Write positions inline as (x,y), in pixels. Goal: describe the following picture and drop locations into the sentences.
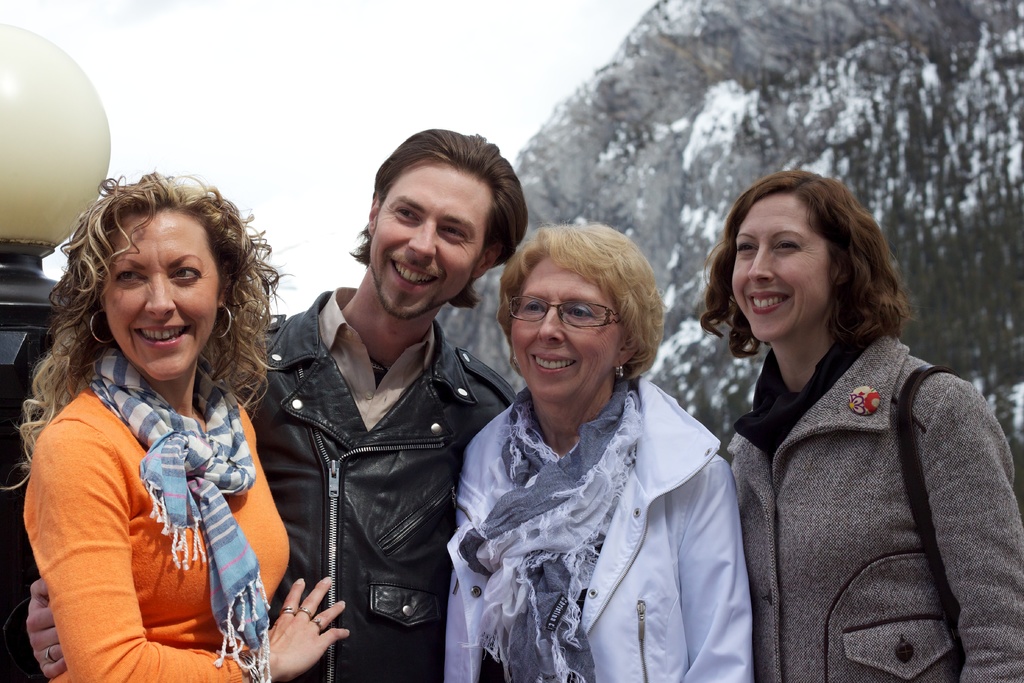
In this image I can see four persons (292,474) are standing in the front (510,540). I can also see smile on their faces (562,286). I can see three of them are wearing jackets (387,453) and on the left side of this image (46,82) I can see a light (75,138). In the background (682,202) I can see the mountain (755,140).
